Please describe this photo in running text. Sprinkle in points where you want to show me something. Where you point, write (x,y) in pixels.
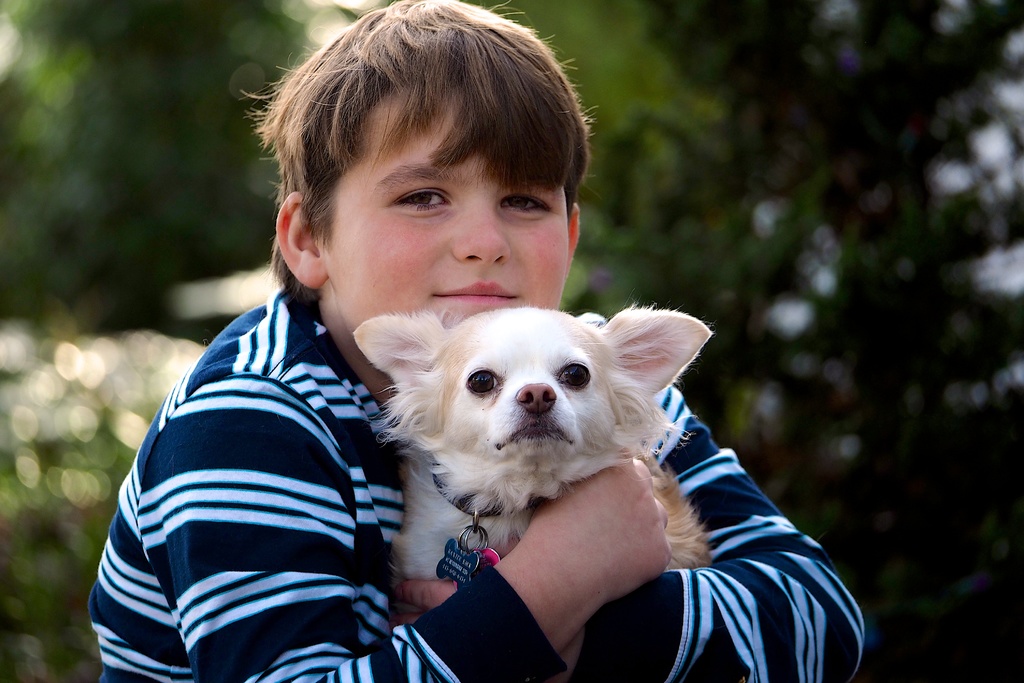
In this image I can see a person (233,435) wearing white and black colored dress (252,438) is holding a dog (508,403) which is white and brown in color. I can see the green colored blurry background (180,164).
